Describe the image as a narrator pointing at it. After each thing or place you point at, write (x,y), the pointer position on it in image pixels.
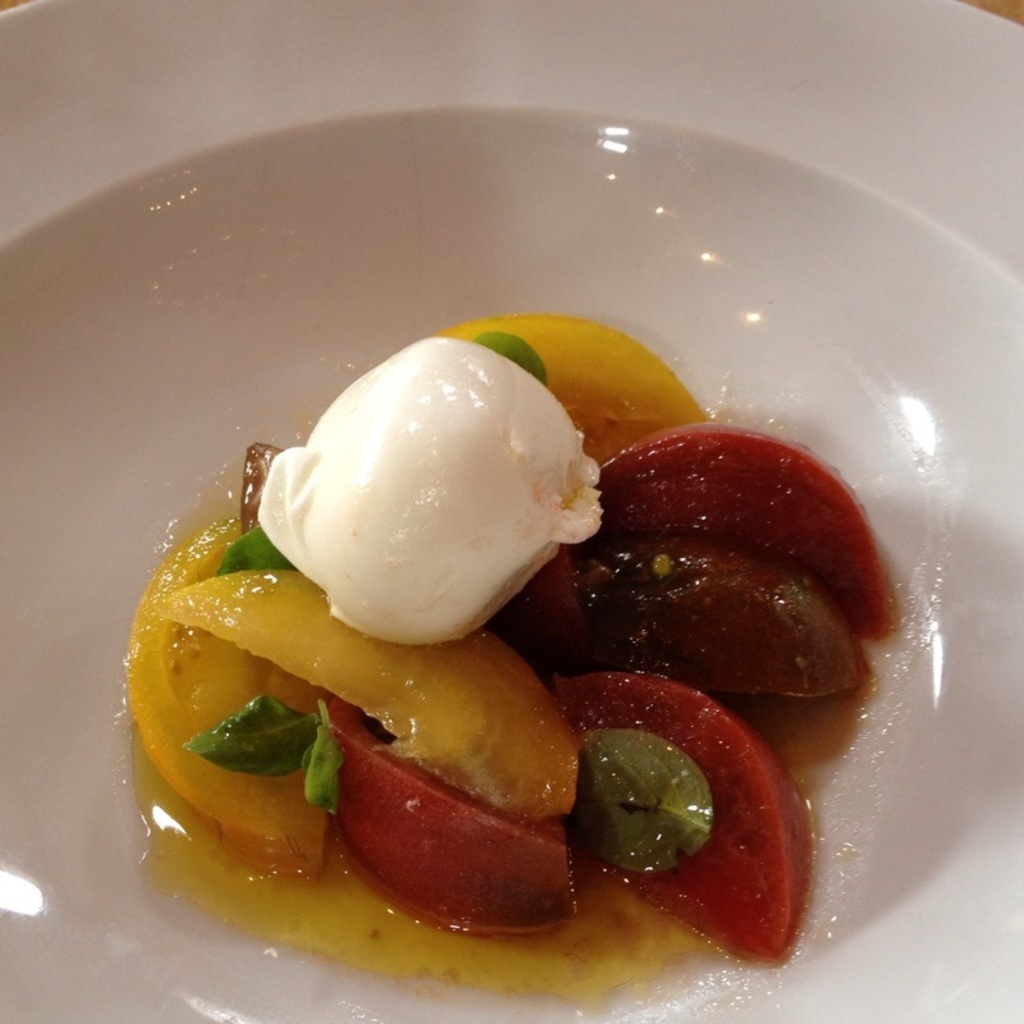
In the picture we can see a bowl (949,621) which is white in color in it we can see some tomato slices (608,684) and on it we can see a cheese ball (508,416).
